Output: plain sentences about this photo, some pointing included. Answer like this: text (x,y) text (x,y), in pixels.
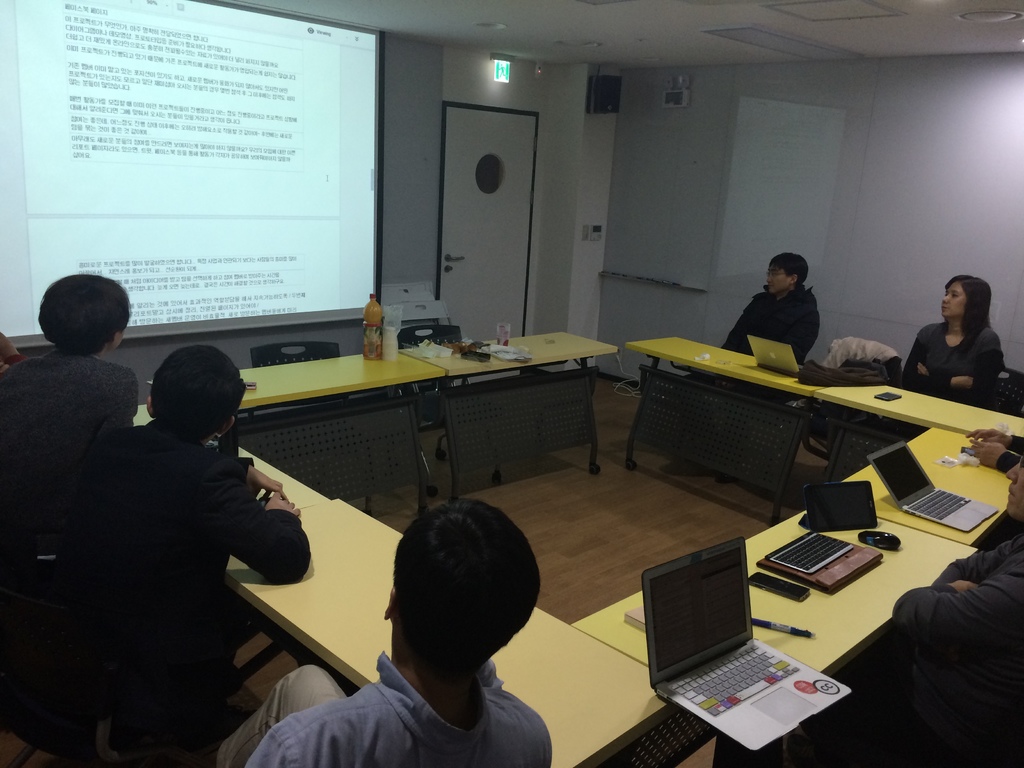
In the picture I can see a few people (106,422) sitting on the chairs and they are having a look at the screen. I can see the tables (484,401) on the floor (697,527). I can see the laptops (690,598), a bottle (366,333), a pen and mobile phones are kept on the table (807,607). There is a screen (284,190) on the top left side (284,142) and there is a text (284,159) on the screen (280,194). There is a lighting arrangement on the roof (649,5). I can see the door (502,177) of the room (537,244).
